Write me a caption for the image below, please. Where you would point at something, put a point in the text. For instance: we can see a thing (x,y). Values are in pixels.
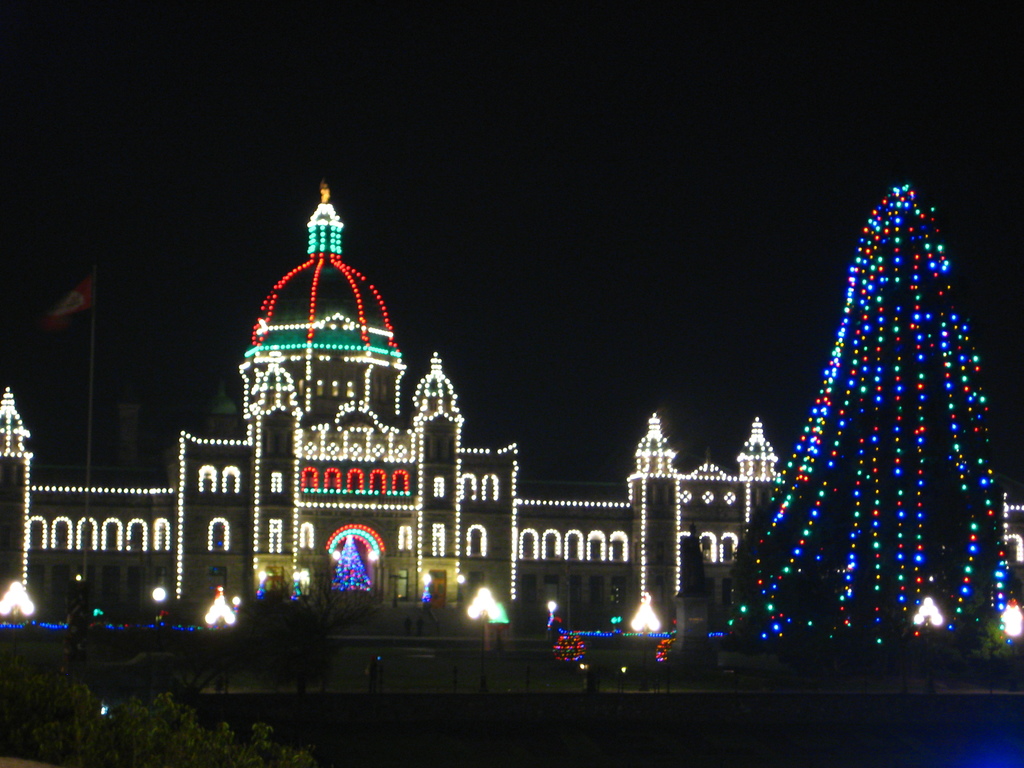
There are plants (16,697), grassland (256,680), decorative lights (360,300) on the building (16,499) in the image.
